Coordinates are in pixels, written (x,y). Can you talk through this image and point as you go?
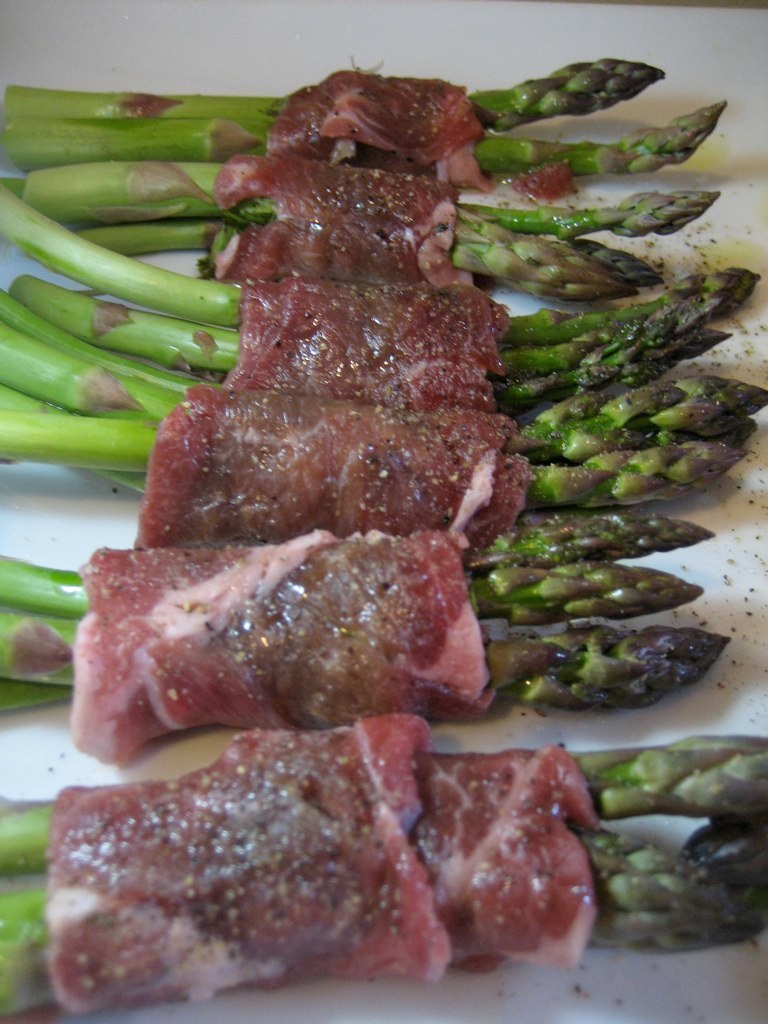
In the center of the image (388,448) we can see food (412,832) placed on the table (442,21).
